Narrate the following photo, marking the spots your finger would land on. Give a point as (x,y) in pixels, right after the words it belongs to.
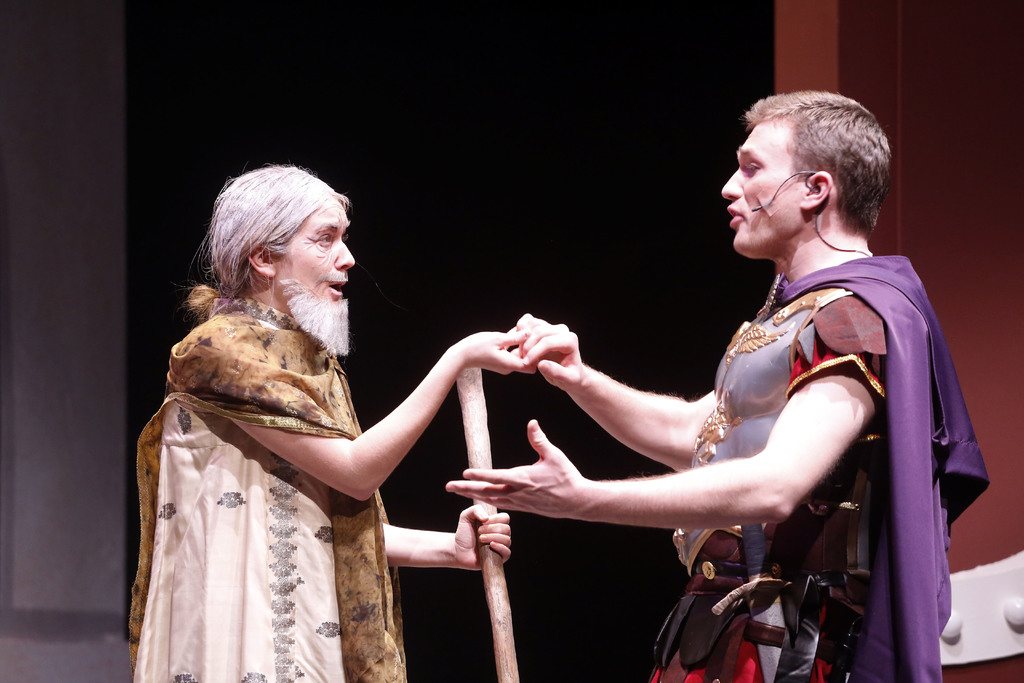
In the foreground of this image (507,603), there are two people (867,503) wearing costumes (773,625) and performing an act. In the background (894,62), on the right (888,34), there is a red color object (884,73) and on the left (94,189), there is a white color object (54,308).
